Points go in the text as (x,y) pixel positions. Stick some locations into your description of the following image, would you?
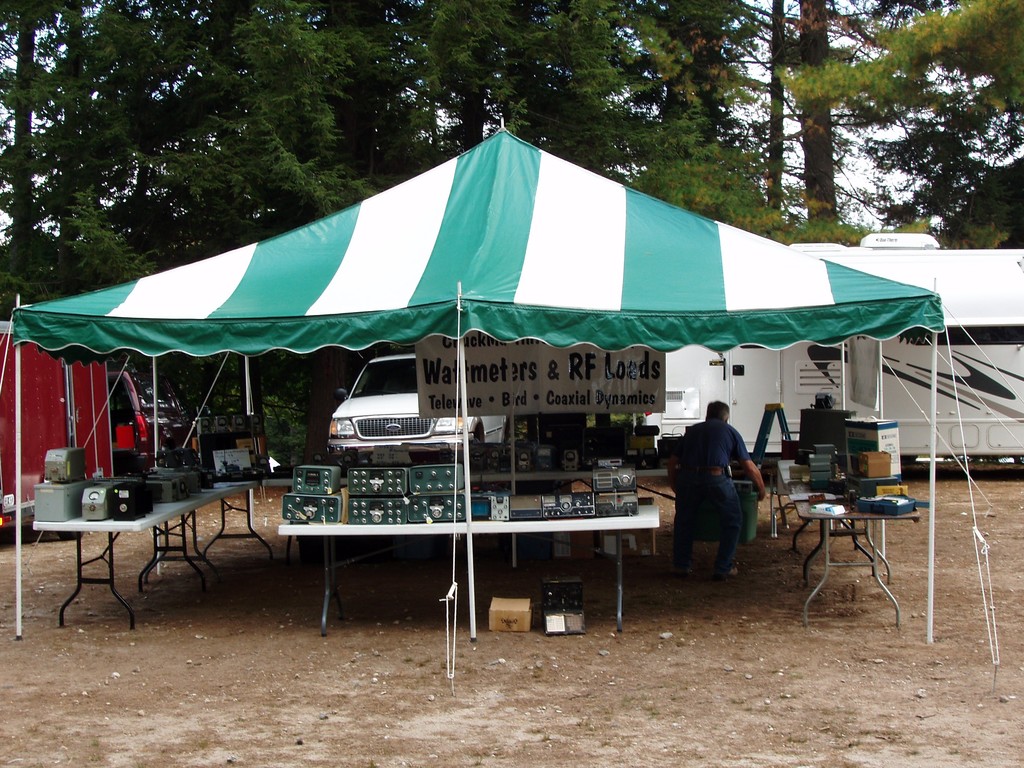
In this picture, it seems like electronics (422,513) and a person (726,432) under the tent (463,270) in the foreground (474,454), there are trees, a vehicle (441,426) and the sky (933,216) in the background (642,106).
